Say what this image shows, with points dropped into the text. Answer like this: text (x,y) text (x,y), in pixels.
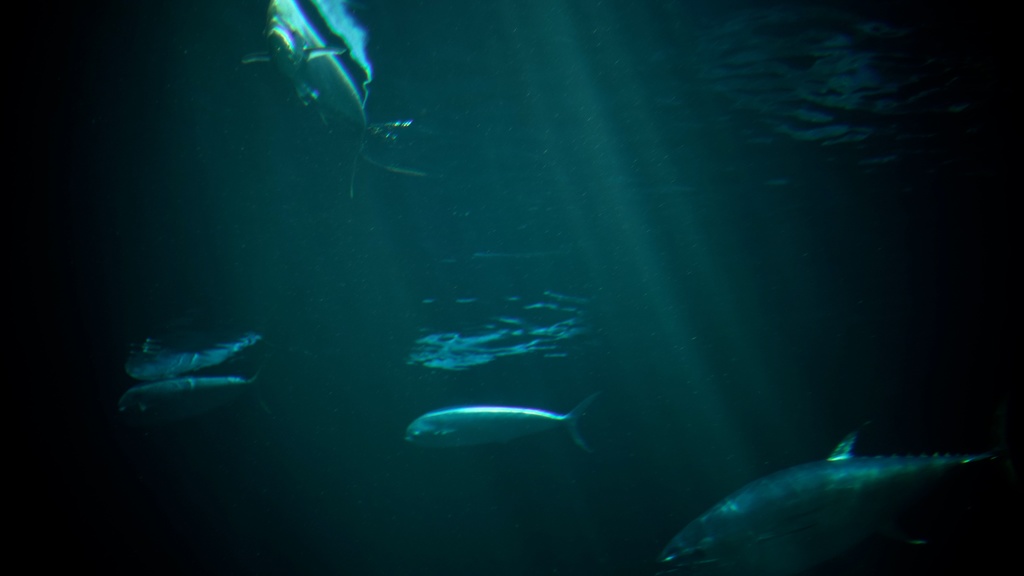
In this image there are fishes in the water (617,193).
